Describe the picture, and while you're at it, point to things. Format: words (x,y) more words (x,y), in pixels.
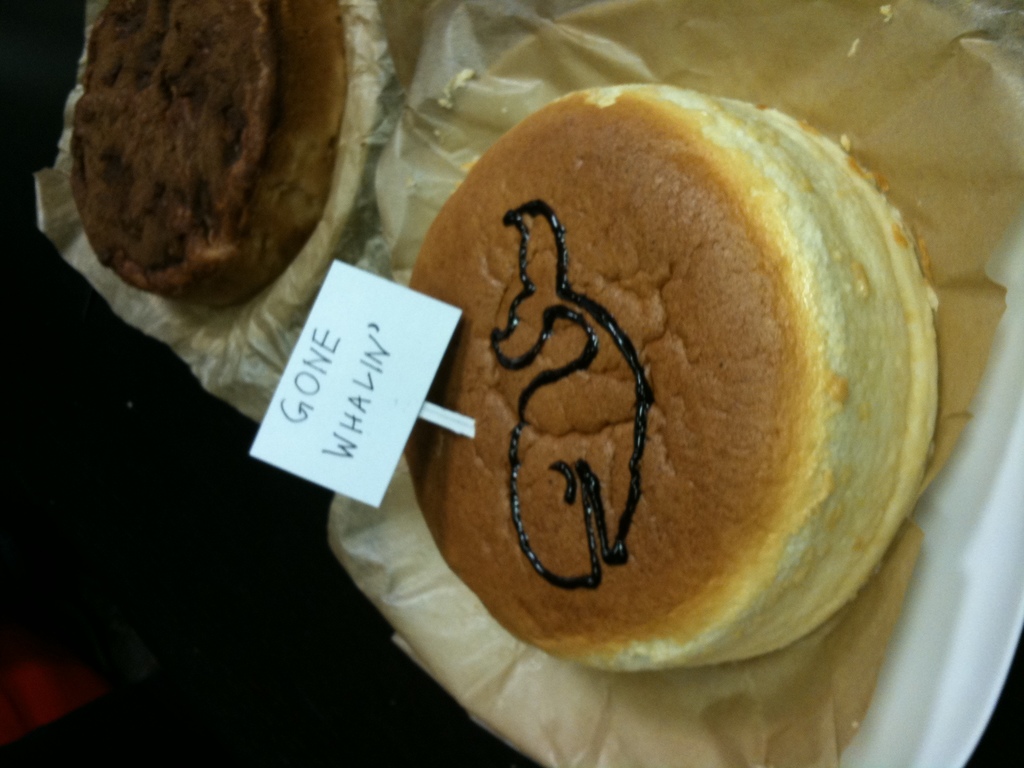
In this picture we can see some food items (455,355). There is a text (365,425) on a white object (386,430).
